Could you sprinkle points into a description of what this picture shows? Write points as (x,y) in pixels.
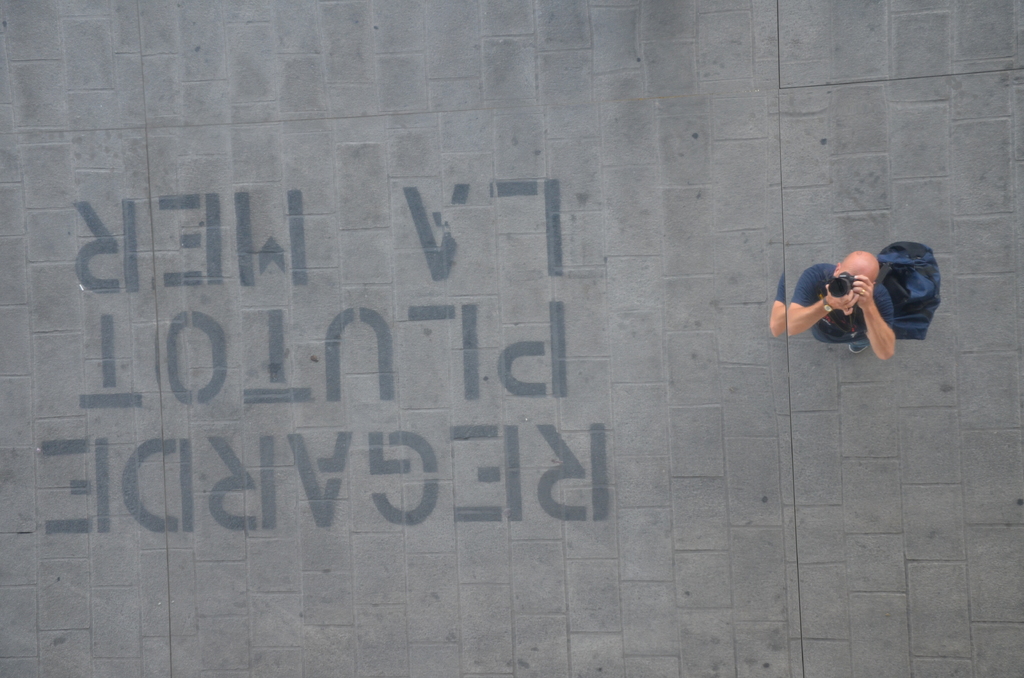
On the right side (824,303), we see a man (823,322) in the blue shirt (822,334) who is wearing a blue backpack (920,285) is holding a camera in his hands (858,282). He is clicking photos on the camera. On the left side (335,493), we see some text (312,498) written on the wall (495,289) or on the pavement (440,364).
